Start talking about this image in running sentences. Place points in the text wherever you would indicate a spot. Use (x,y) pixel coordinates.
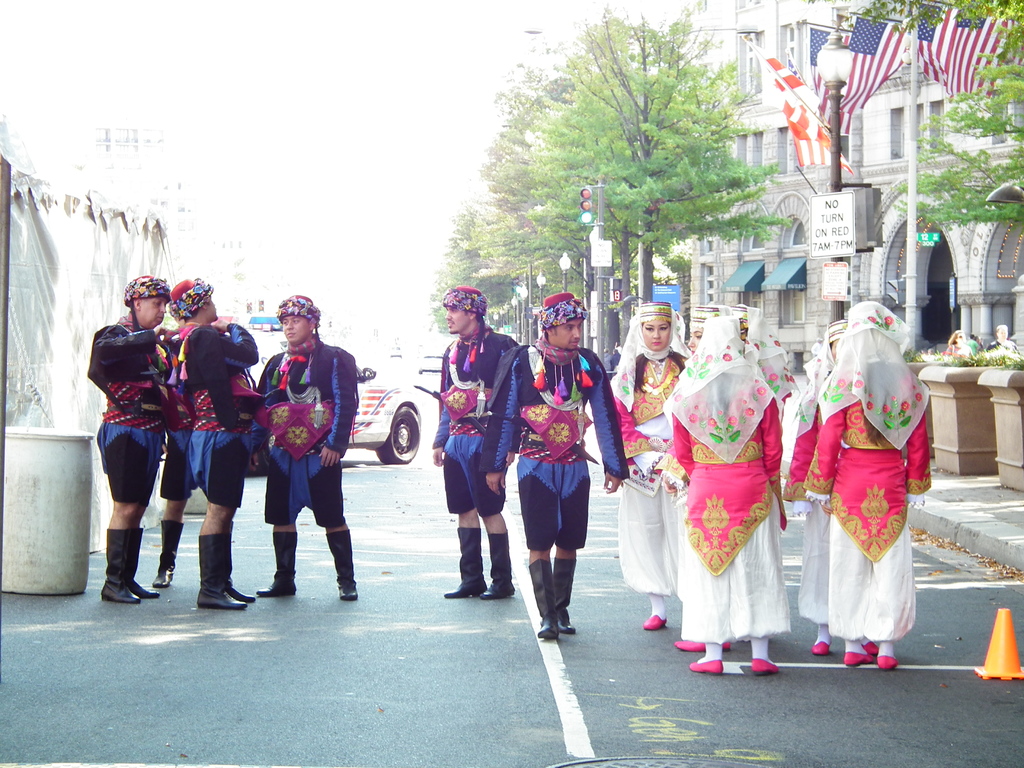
In the center of the image (545,479) we can see people (801,491) standing. They are wearing costumes (456,438). In the background (362,376) there is a car (362,433). On the right (798,161) there is a building (764,107) and trees (599,107). We can see flags (809,125). In the center (596,277) we can see a traffic light (583,211). At the top (421,78) there is sky (388,67). On the left (79,526) there is a drum (85,505).
